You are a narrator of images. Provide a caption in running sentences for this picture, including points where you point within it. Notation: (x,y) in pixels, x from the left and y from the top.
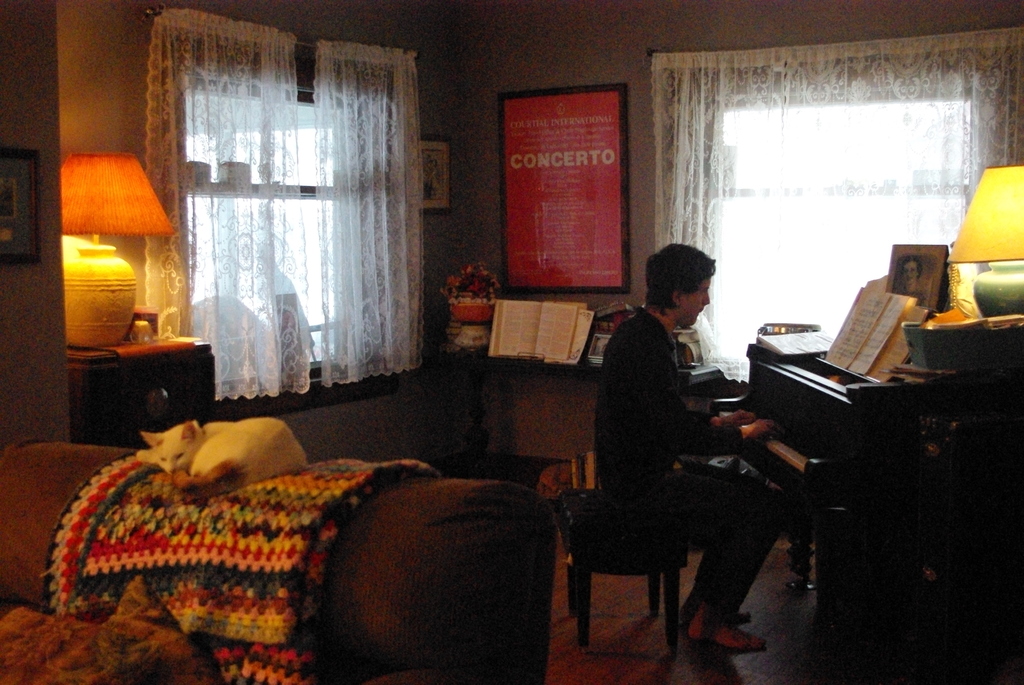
In this image I can see a person (689,475) sitting on a stool (652,536) near this piano (836,437). Here I can see a cat (197,464) and in background (93,285) I can see a lamp (93,308), window (284,250) and curtains (341,211). I can also see a frame (525,160) on this wall (532,70).
